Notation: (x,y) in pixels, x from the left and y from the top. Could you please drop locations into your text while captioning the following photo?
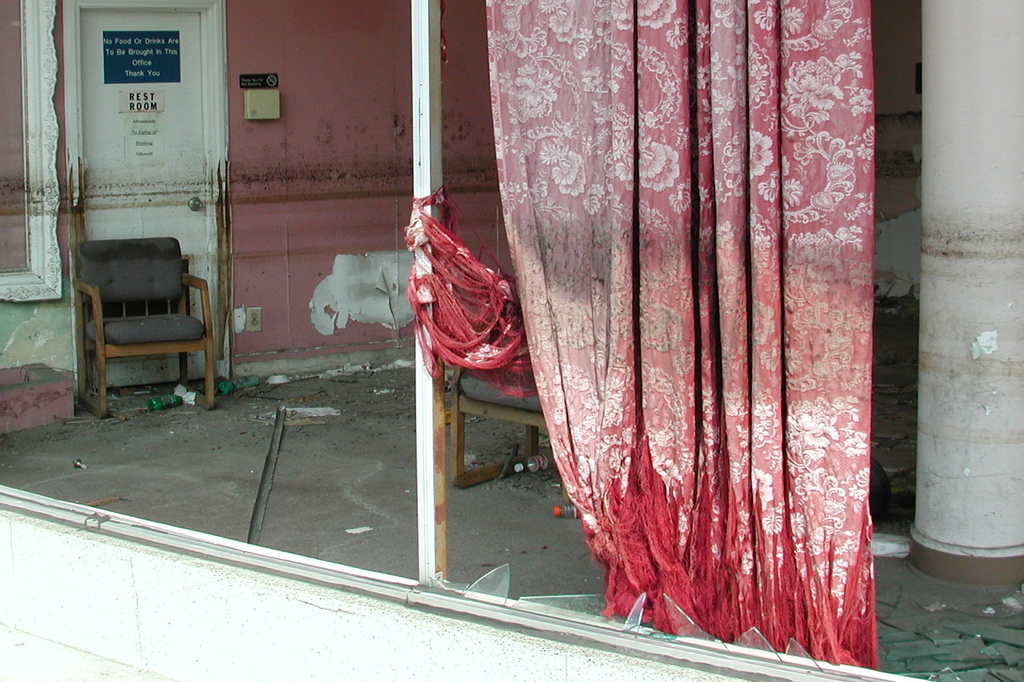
In the foreground of this image (655,384), there is a curtain (713,329) to the broken window (502,565) and we can also see chairs (148,265), a pillar (976,239), wall (353,230) and a door (142,166).
